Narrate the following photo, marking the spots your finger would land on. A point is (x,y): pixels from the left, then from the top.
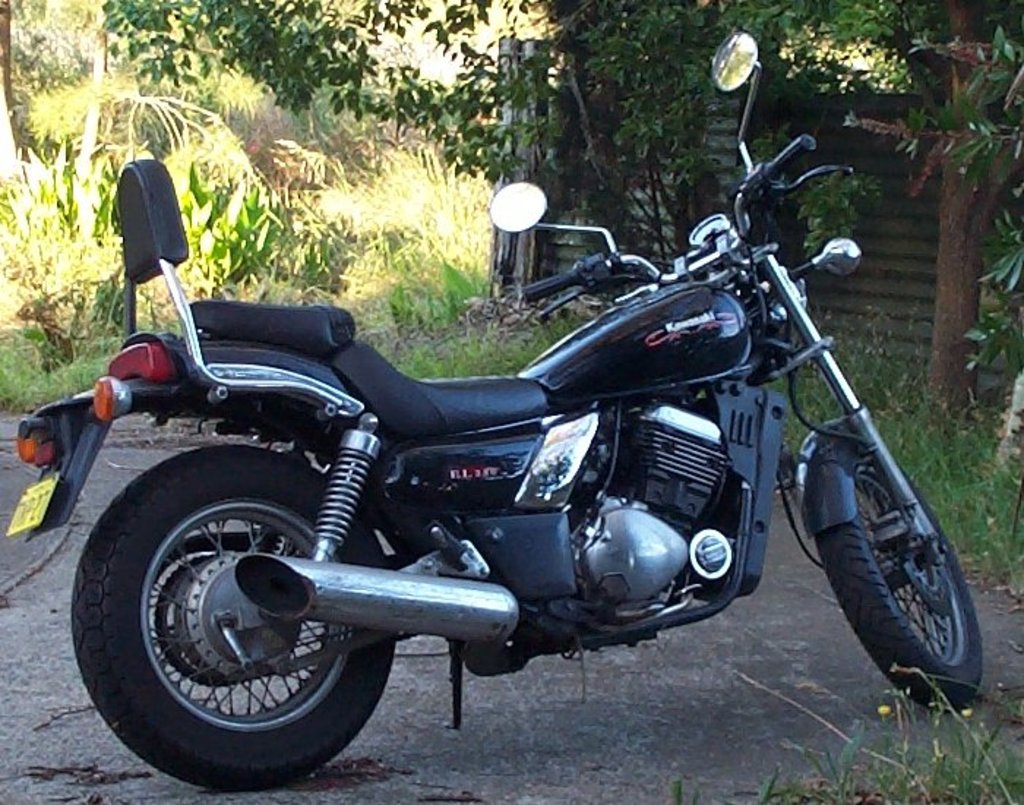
In this image I can see a bike (446,473) on the ground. In the background (455,230) I can see a wall (874,239), plants (363,190) and trees (702,162).
